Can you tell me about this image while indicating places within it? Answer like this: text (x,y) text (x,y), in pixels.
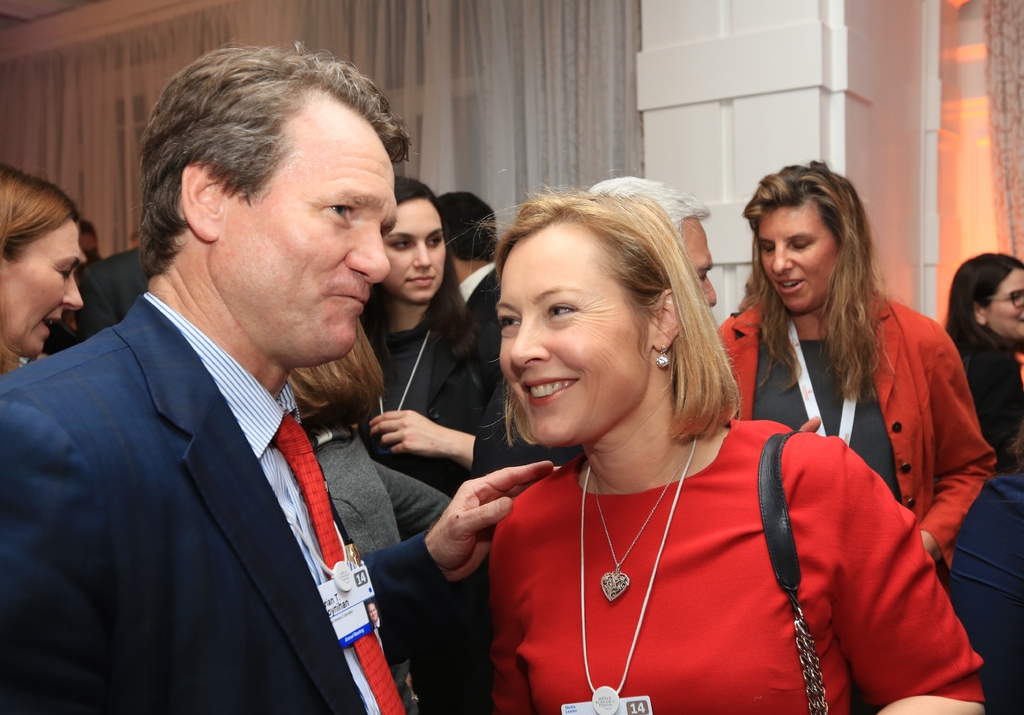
In this image I can see a person (170,525) wearing blue colored blazer (126,568), red colored tie (311,520) and a woman (555,626) wearing red colored dress (669,630) are standing. In the background (744,33) I can see a white colored pillar (772,11) and the curtains (483,100).
